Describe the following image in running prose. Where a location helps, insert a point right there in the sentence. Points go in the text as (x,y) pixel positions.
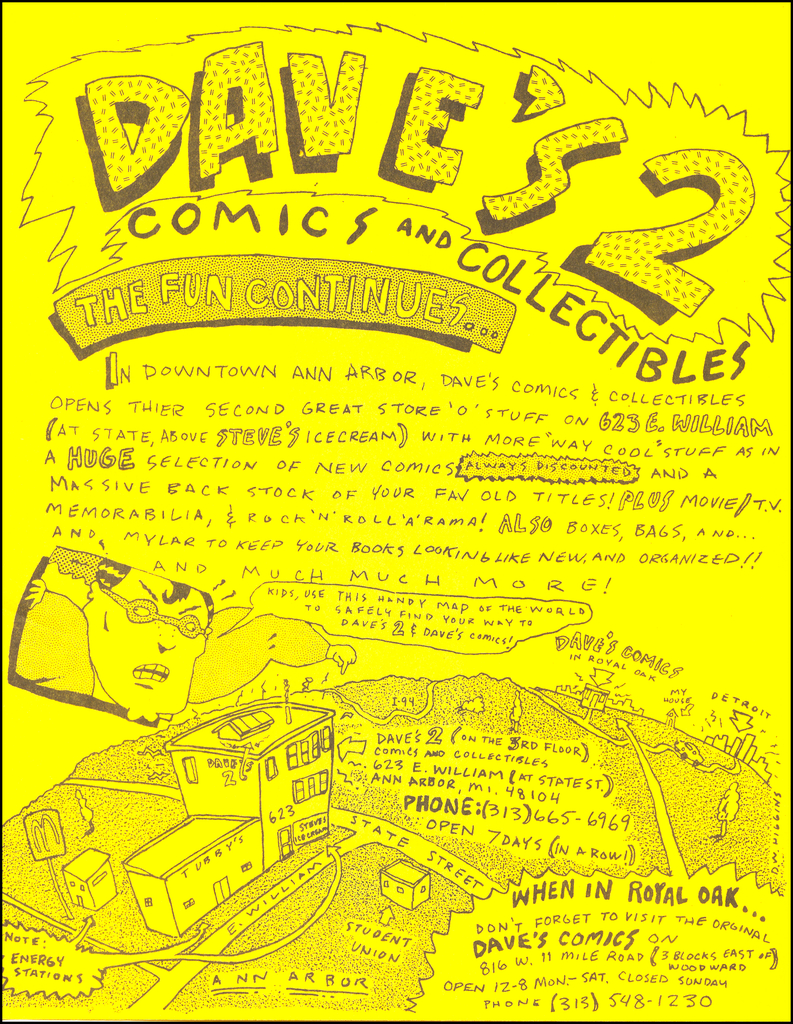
In this image we can see a poster (417,507) with cartoons (44,654) and some text (336,410) on it.
